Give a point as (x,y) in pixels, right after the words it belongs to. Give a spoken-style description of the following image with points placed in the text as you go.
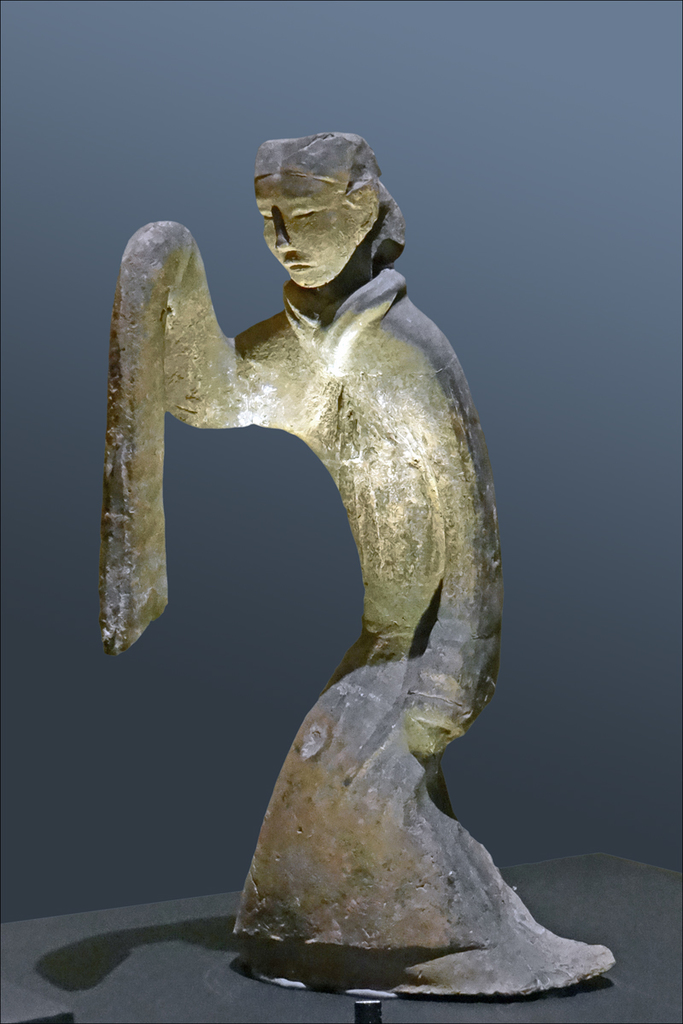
In this image in front (287,191) there is a statue (172,394). Behind the statue (366,228) there is a wall (564,713).
